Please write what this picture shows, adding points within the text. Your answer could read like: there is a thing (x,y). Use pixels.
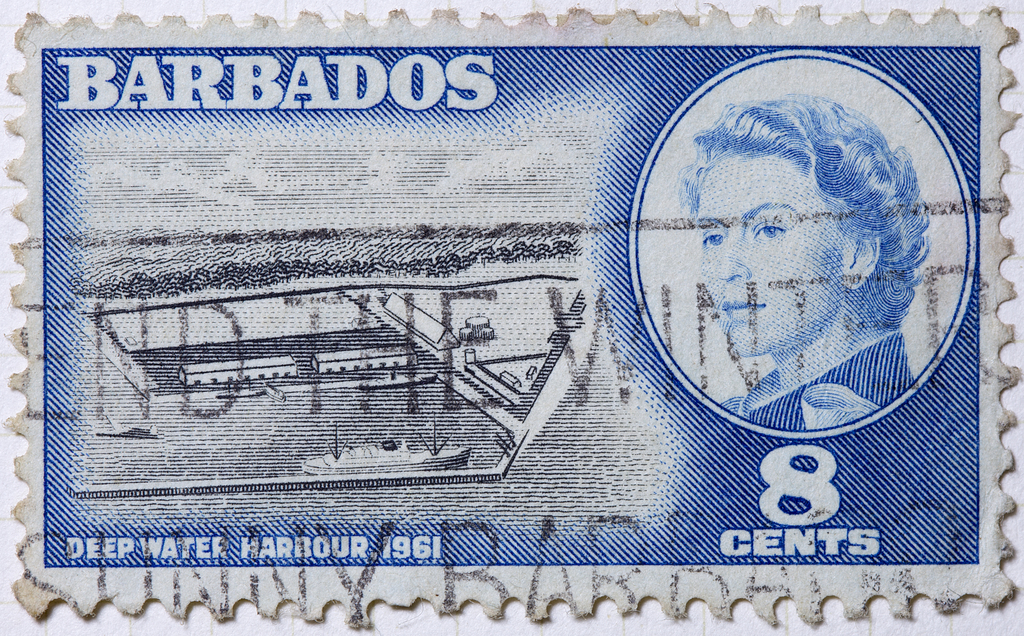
This is the picture of a stamp (457,364) on which there is a picture (784,203) of a person (807,194) and some things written around.
